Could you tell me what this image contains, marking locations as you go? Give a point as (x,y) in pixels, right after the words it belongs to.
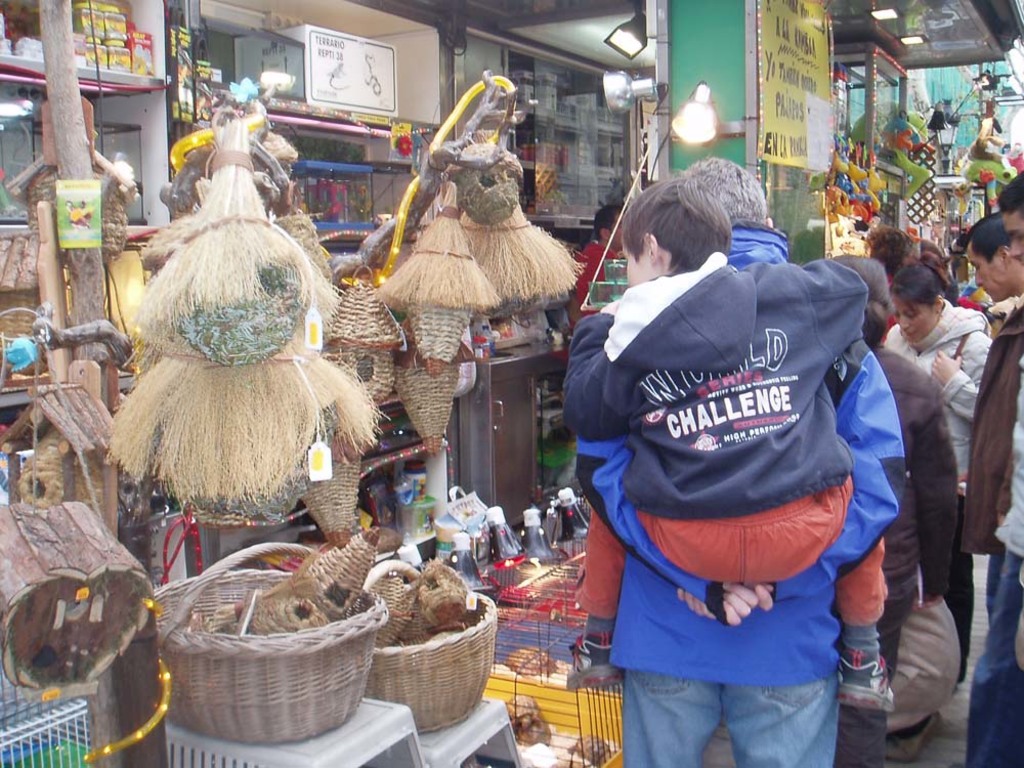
The man (633,559) in the blue jacket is carrying the boy (633,364) who is wearing a blue jacket (744,371). In front of him, we see people (925,385) standing. Beside him, we see shops (316,603) in which many items (188,196) and toys (852,205) are placed. Beside that, we see a shop (803,117) in which many toys (846,222) are placed.
